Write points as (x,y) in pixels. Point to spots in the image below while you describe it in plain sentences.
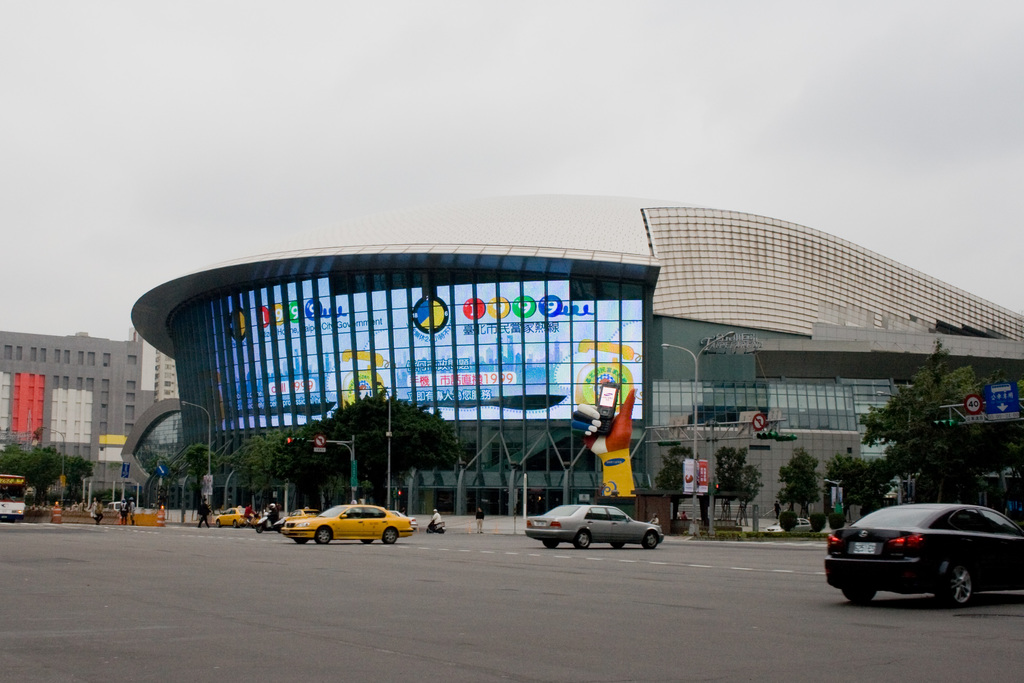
In this image there are buildings (325,390), in front of the buildings (75,390) there are trees (393,450), street lights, poles (712,451) and a few vehicles (5,501) are moving on the road (509,584), there are a few people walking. In the background (363,167) there is the sky (687,106).
